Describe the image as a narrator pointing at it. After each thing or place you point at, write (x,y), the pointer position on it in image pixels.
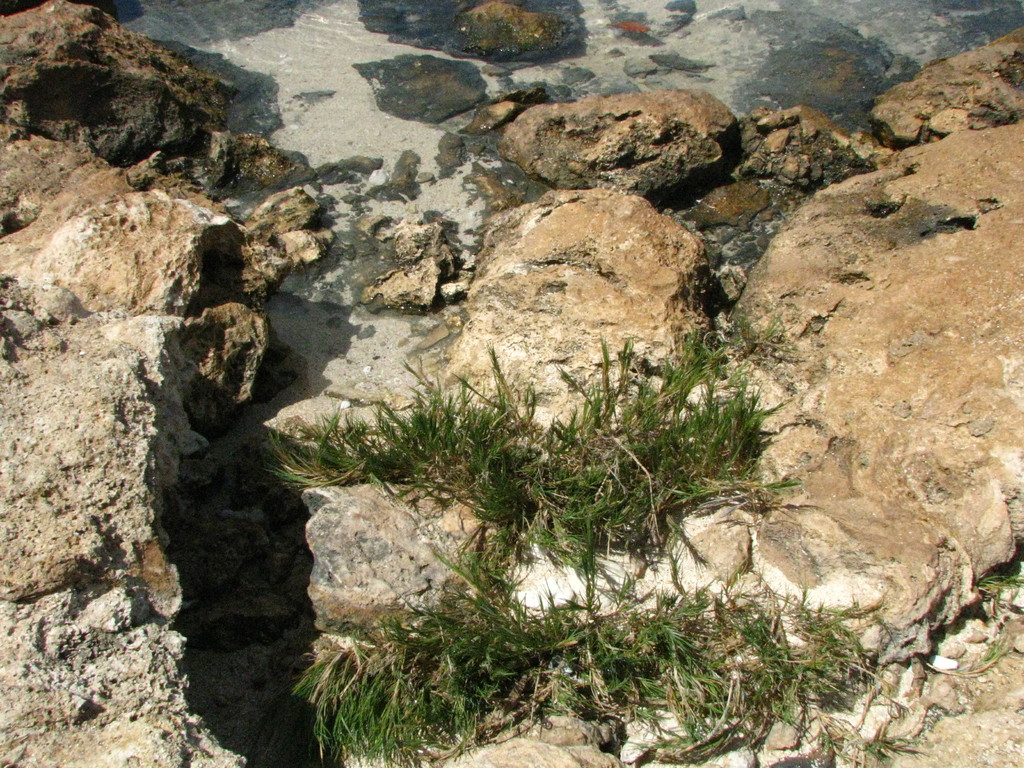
In the image we can stones (589,350), grass (658,491) and water (479,69).
